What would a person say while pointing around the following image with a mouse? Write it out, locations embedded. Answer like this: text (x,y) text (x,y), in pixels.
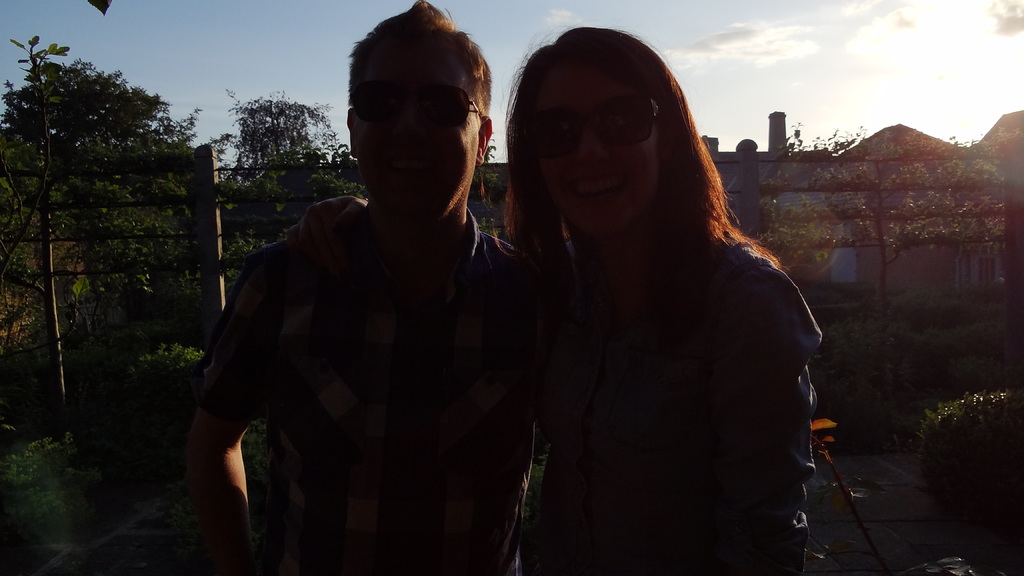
There is a man (389,352) and a woman (581,347) in the foreground area of the image (470,332), there are plants (137,196), a boundary (154,203) and the sky (844,125).
